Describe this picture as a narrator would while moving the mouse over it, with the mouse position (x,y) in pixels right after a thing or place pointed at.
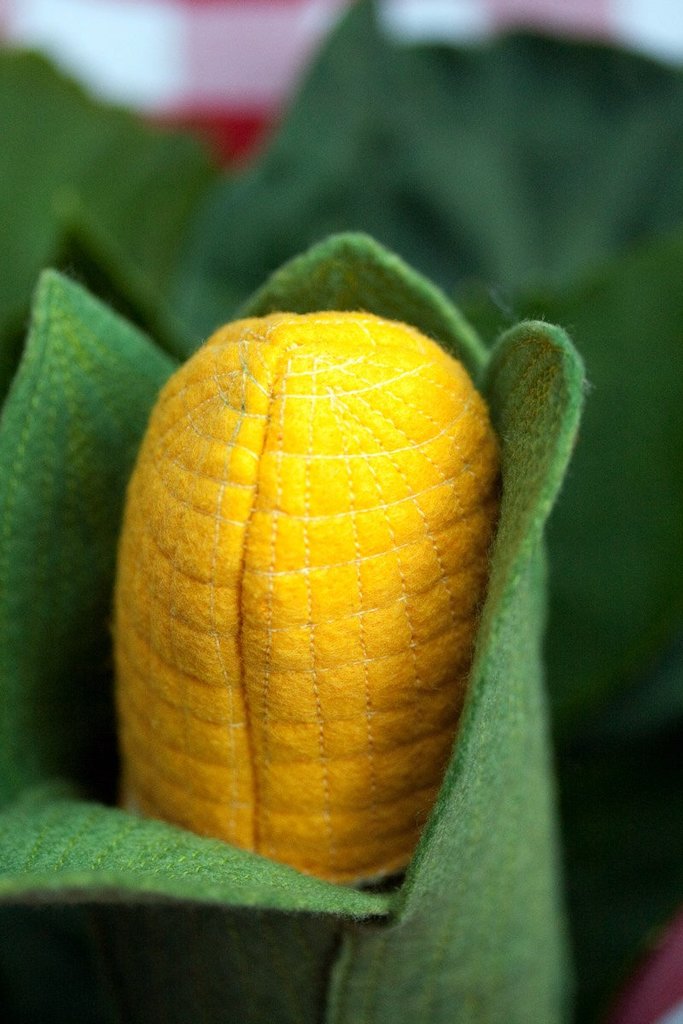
In this image, we can see a craft (370,719). Here we can see maize (370,719) and leaves (503,715). Background (670,209) there is a blur view.
